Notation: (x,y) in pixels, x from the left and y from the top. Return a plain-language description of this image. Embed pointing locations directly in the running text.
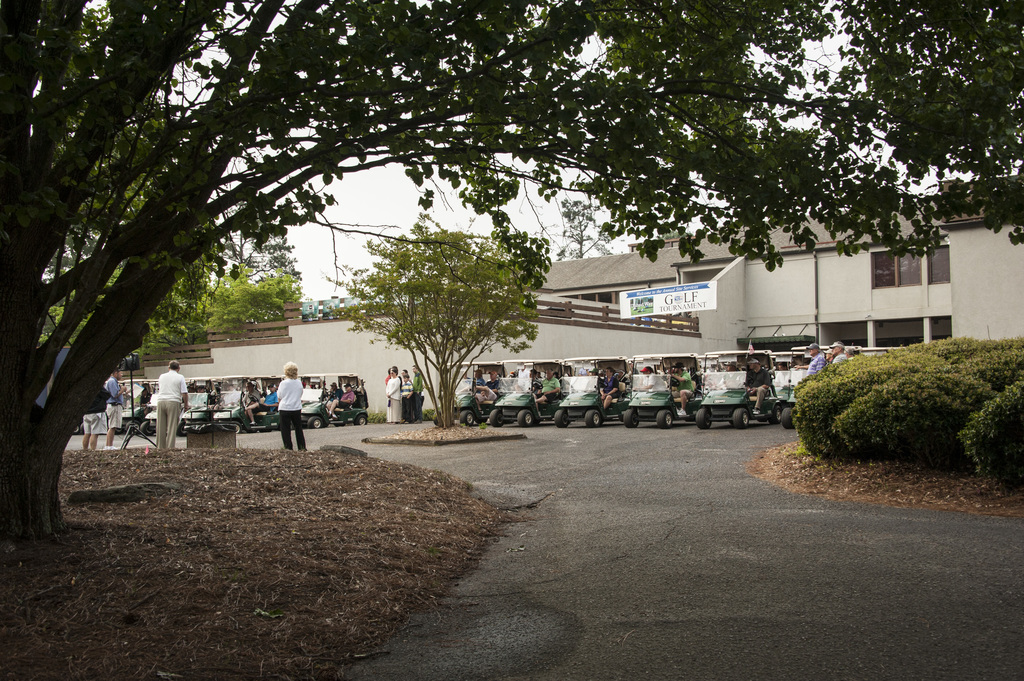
There is a tree (77,185) on the left side of the image (109,294) and there are plants (885,419) on the right side (996,389). There are people (92,432), vehicles (625,364), trees (503,302), poster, building (484,355) and sky (406,228) in the background area (581,273).
